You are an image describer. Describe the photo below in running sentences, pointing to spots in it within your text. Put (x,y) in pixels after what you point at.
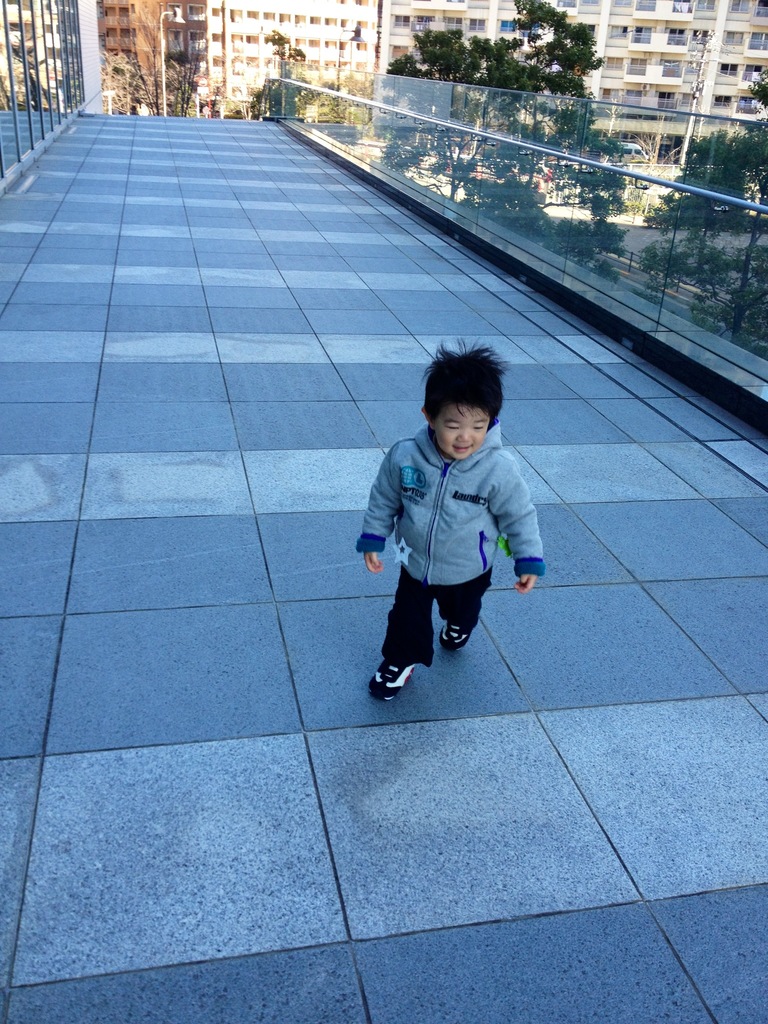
In this image there is a kid (418,517) standing and smiling, and in the background (412,49) there are buildings (103,7), poles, lights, trees (536,101).
